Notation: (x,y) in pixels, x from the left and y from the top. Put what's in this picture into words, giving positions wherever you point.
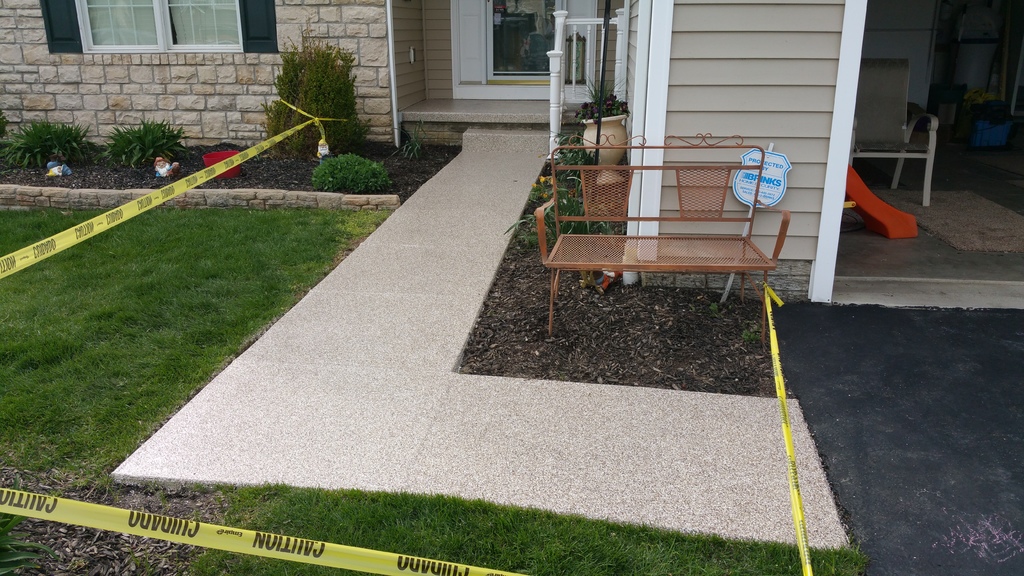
We can see caution tag (776,298), grass (210,317), bench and house plants (313,150). We can see wall (300,28), window (213,6) and door (503,43).
